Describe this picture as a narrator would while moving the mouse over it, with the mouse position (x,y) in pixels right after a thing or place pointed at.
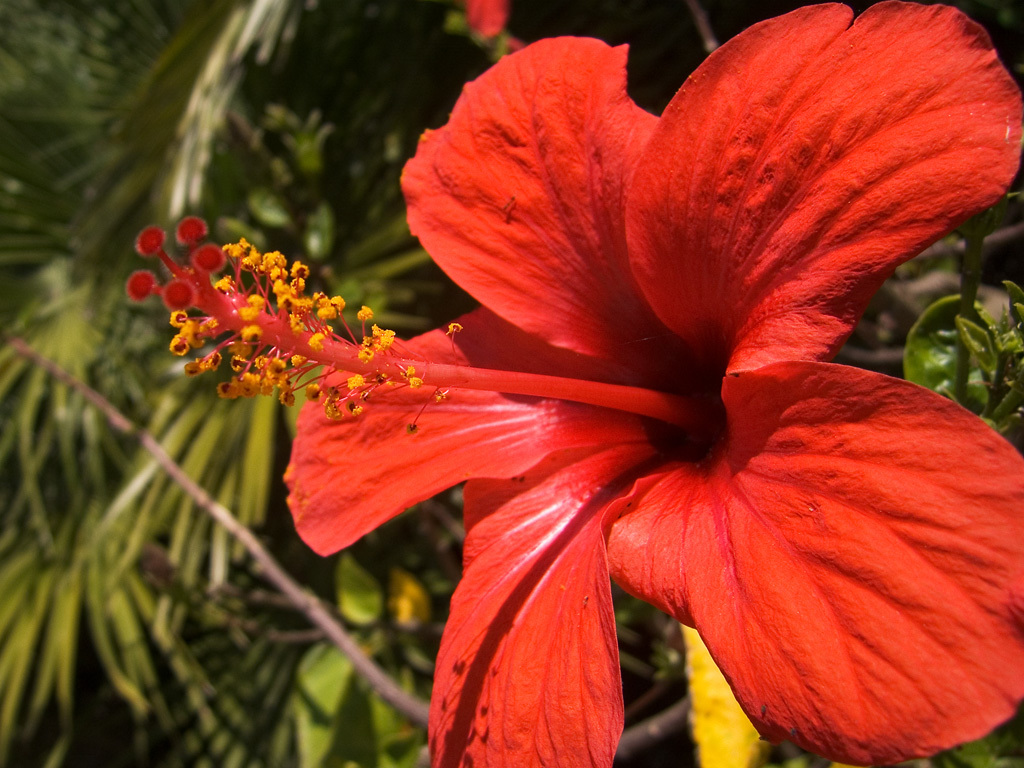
In this image we can see one red color Hibiscus flower (509,381), some plants (132,170), five petals (758,556) and stems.
